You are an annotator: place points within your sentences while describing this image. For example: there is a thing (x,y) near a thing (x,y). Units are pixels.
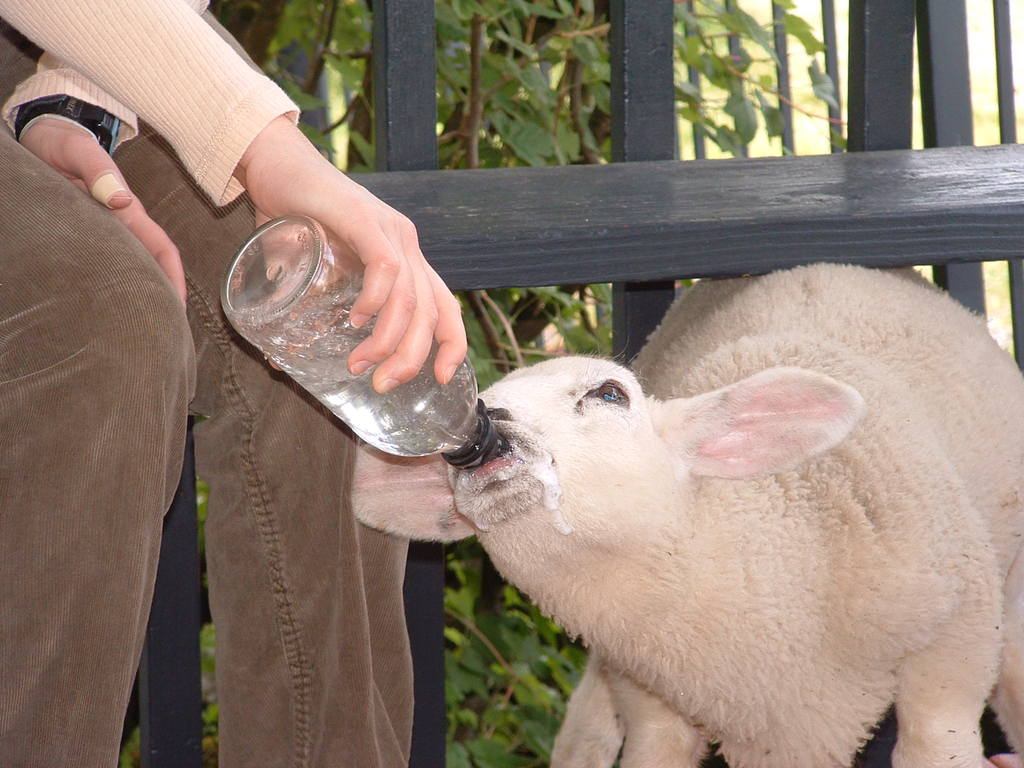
A person (141,276) is feeding an animal (650,404) with a bottle (395,403). He is wearing a watch (114,132). In the background (564,216) there is a wooden fencing (412,157) and trees (511,83).
